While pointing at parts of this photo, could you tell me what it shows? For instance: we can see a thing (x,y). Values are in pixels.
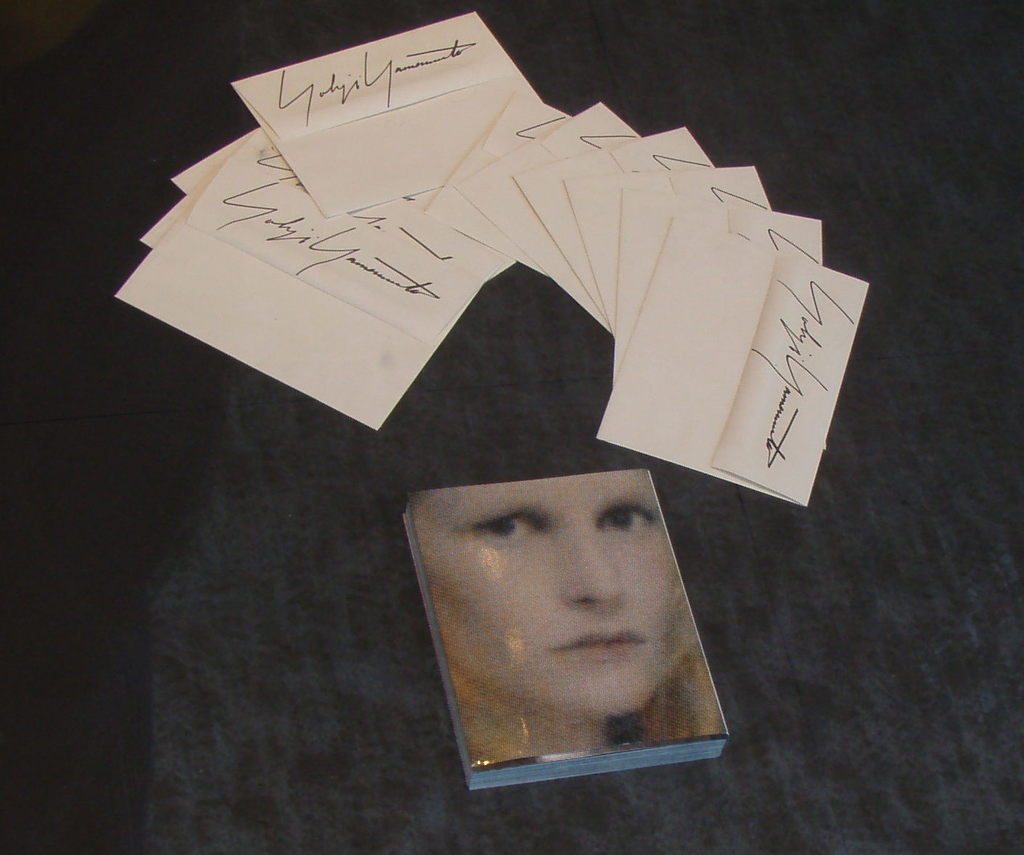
In this image there is a book (596,627), in front of the book (630,565) there are a few envelopes (425,139) on the black color surface (504,424).
